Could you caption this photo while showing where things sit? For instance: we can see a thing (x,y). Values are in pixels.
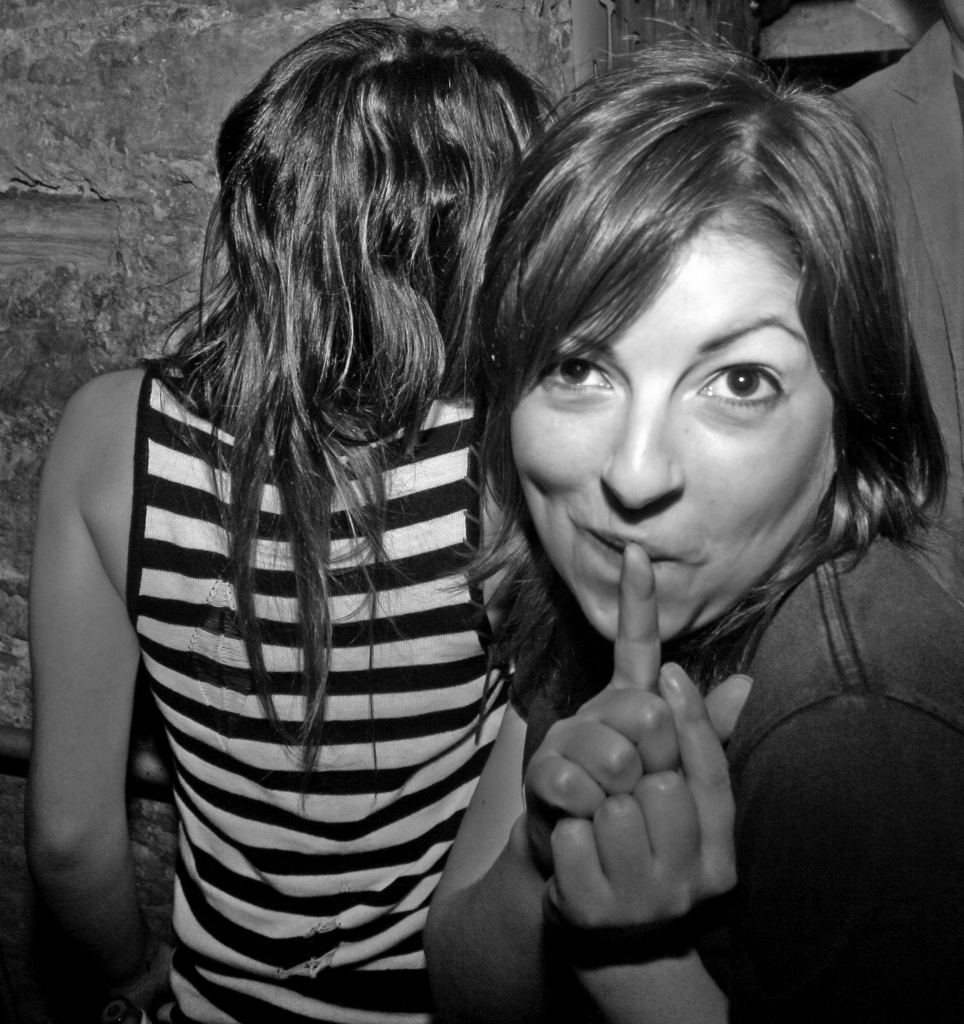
In this image there are two women's (445,670) standing as we can see in middle of this image (417,602). There is a wall (138,314) in the background (279,24).
